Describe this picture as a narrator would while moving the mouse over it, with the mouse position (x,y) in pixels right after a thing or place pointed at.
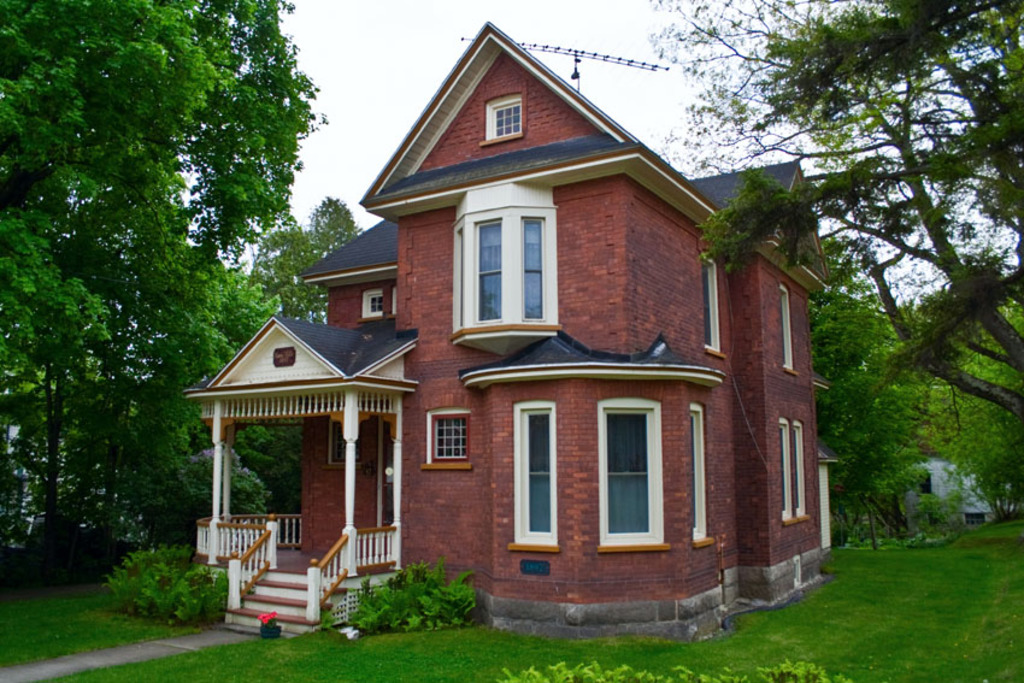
As we can see in the image there is a building (470,350) which is made up of red bricks (492,466) and in front of the building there is a garden (719,660) and the ground (752,623) is covered with grass (107,626) and beside the building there are trees (156,57) and on the top (550,38) there is a clear sky (451,34) and the back of the building (809,431) there are trees (876,451).
